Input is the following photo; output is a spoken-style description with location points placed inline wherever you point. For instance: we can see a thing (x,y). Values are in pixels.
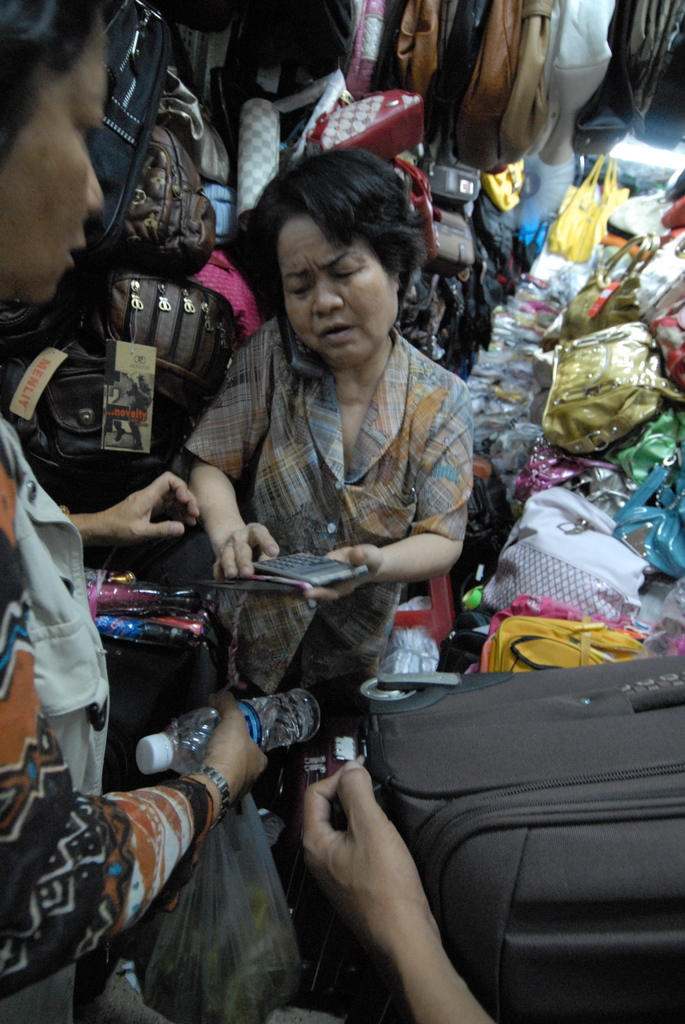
In this image there are two women (213,454) standing, they are holding an object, there is a woman (334,367) talking, there is a mobile phone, there are bags (583,435) behind the woman (288,423), there is a person's hand (383,891) towards the bottom of the image (434,986), there are objects (574,560) towards the right of the image (570,657).
